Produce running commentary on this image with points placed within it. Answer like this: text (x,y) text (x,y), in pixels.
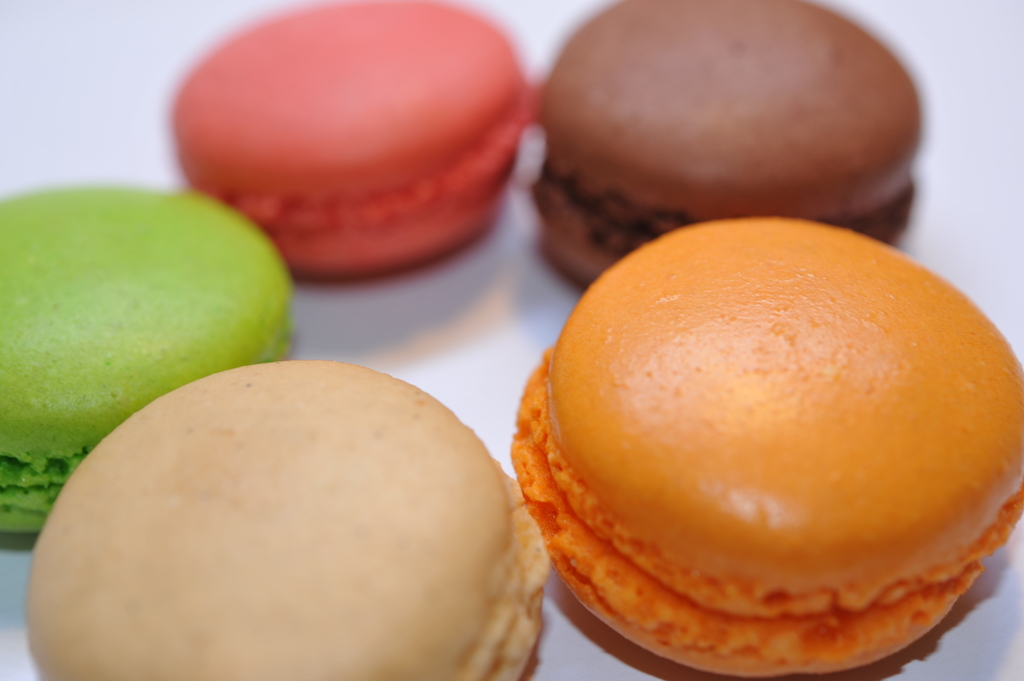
In this picture we can see different colors of macarons (532,452) on the white surface (523,144).
